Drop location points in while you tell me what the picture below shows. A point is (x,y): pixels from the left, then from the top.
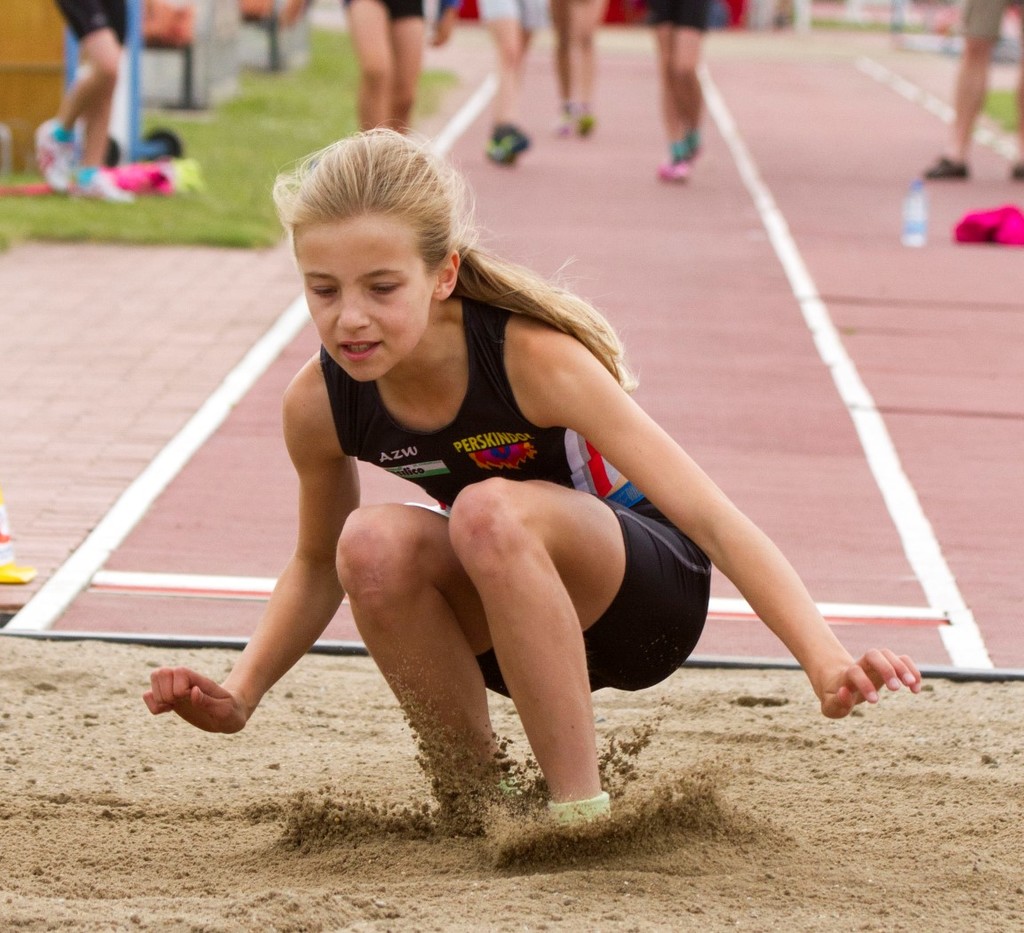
In the background (249,163) we can see the people legs (975,38), green grass (318,145), floor (891,265), water bottle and few objects (973,239). In this picture we can see a girl (586,656) in a squat position and we can see the sand (571,911).
